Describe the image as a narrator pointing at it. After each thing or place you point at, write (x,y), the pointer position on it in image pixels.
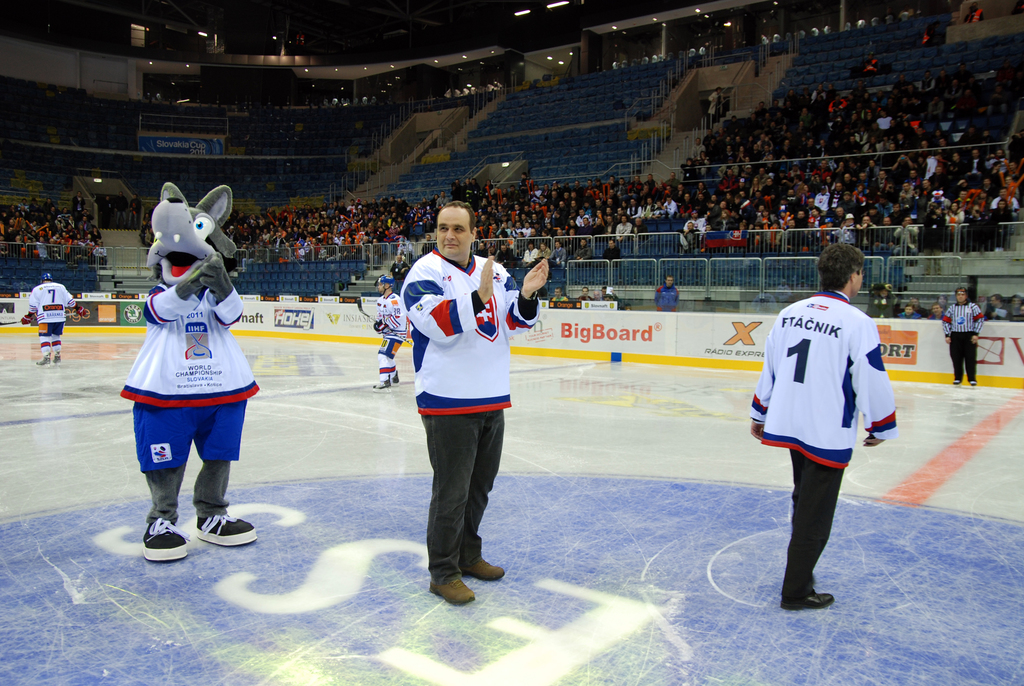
In this image we can see some group of persons (449,403) playing some sport and in the background of the image (479,228) there is fencing (780,276), there are some spectators (601,228) sitting on chairs (496,148) and there is a roof (319,14).
